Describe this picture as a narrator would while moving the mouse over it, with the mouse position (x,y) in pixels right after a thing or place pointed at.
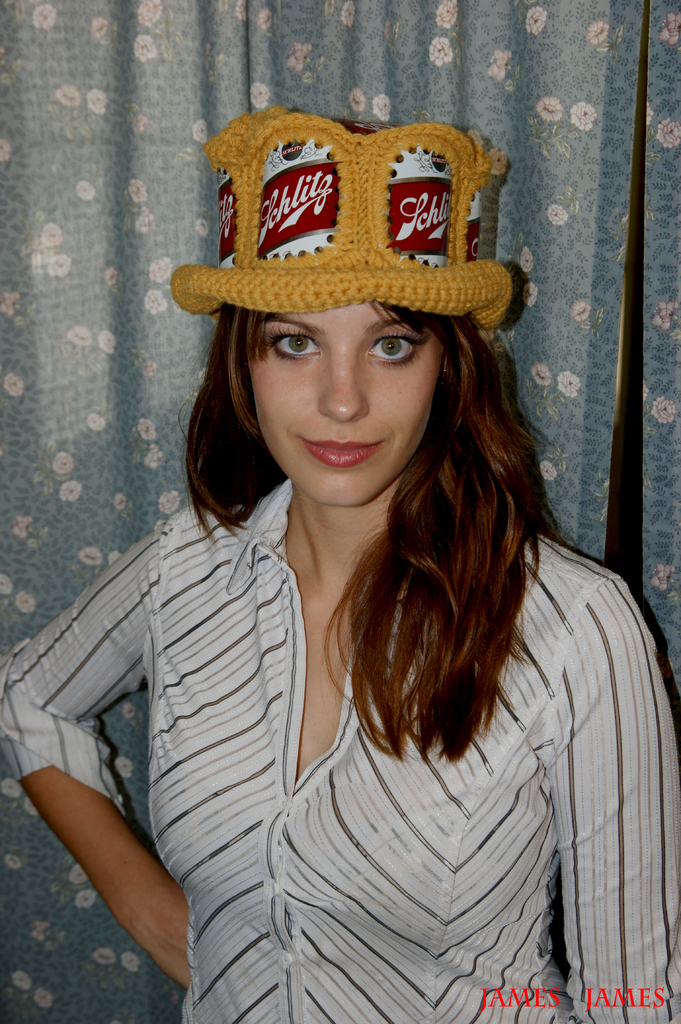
There is a woman (406,750) wore hat (326,159) and smiling. Background (424,92) we can see curtain (403,100).
